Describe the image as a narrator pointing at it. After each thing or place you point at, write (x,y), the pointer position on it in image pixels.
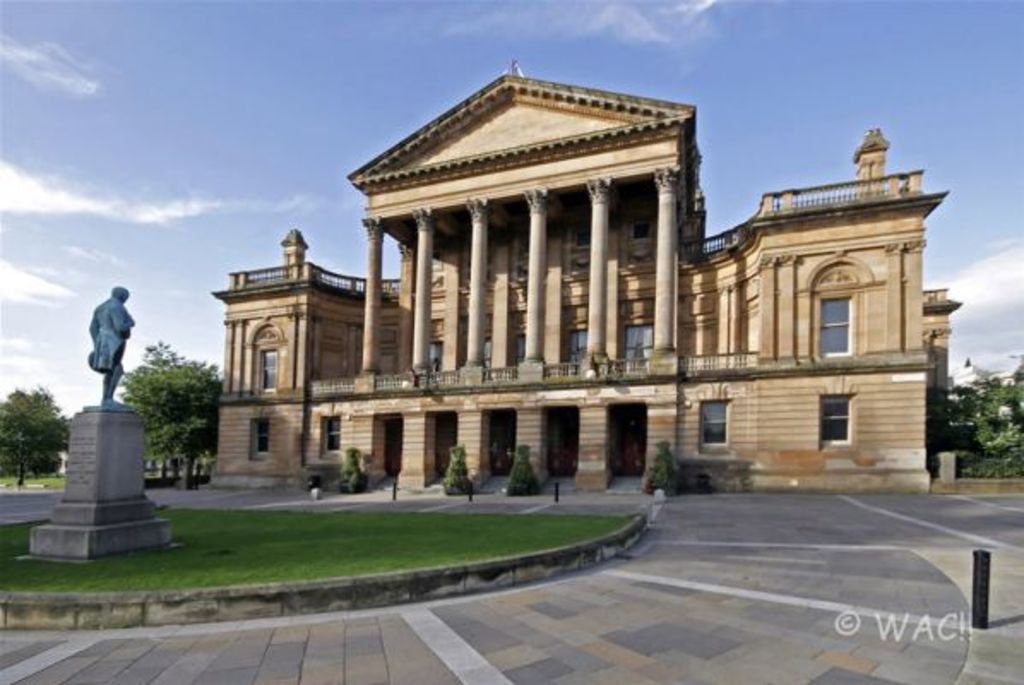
In this image we can see a building (593,362) with pillars (476,282) and windows (705,440). In front of the building (564,447) there are bushes (523,480). On the left side (90,404) there is a statue (107,350) on a pedestal (80,503). Near to that there is grass (288,547) on the ground (352,537). In the background (25,382) there are trees (930,416) and also there is sky (318,89) with clouds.
